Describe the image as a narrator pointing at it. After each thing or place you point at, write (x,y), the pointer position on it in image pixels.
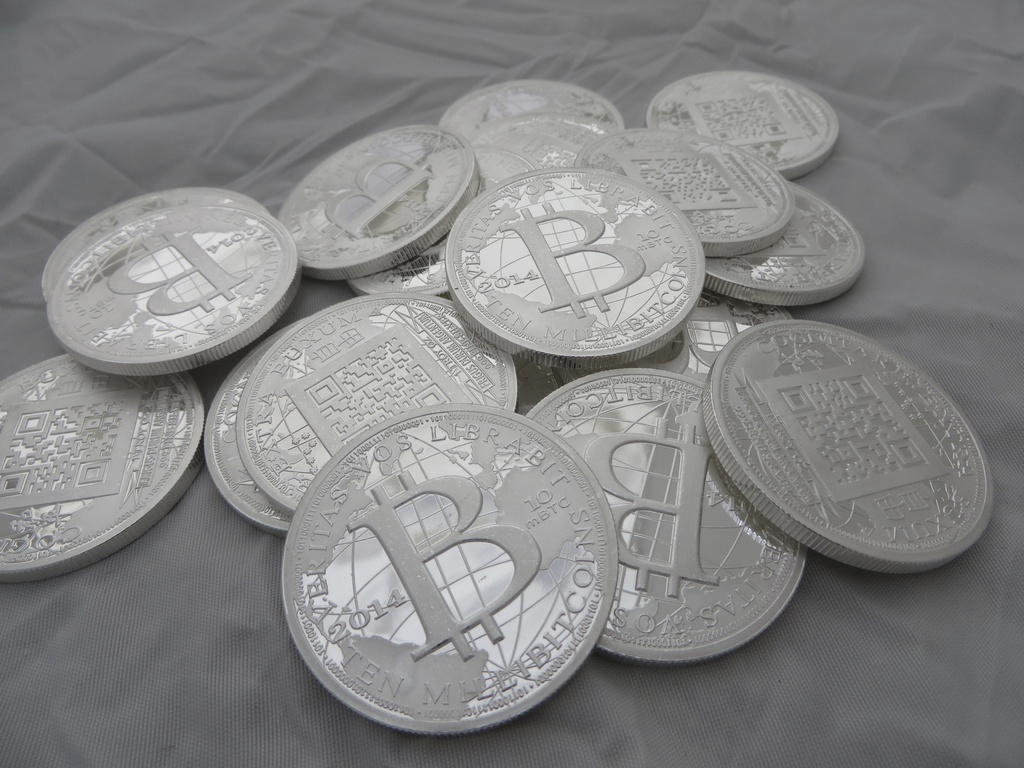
In this picture we can see a group of coins (48,550) and these coins (288,216) are placed on a cloth (158,608).
